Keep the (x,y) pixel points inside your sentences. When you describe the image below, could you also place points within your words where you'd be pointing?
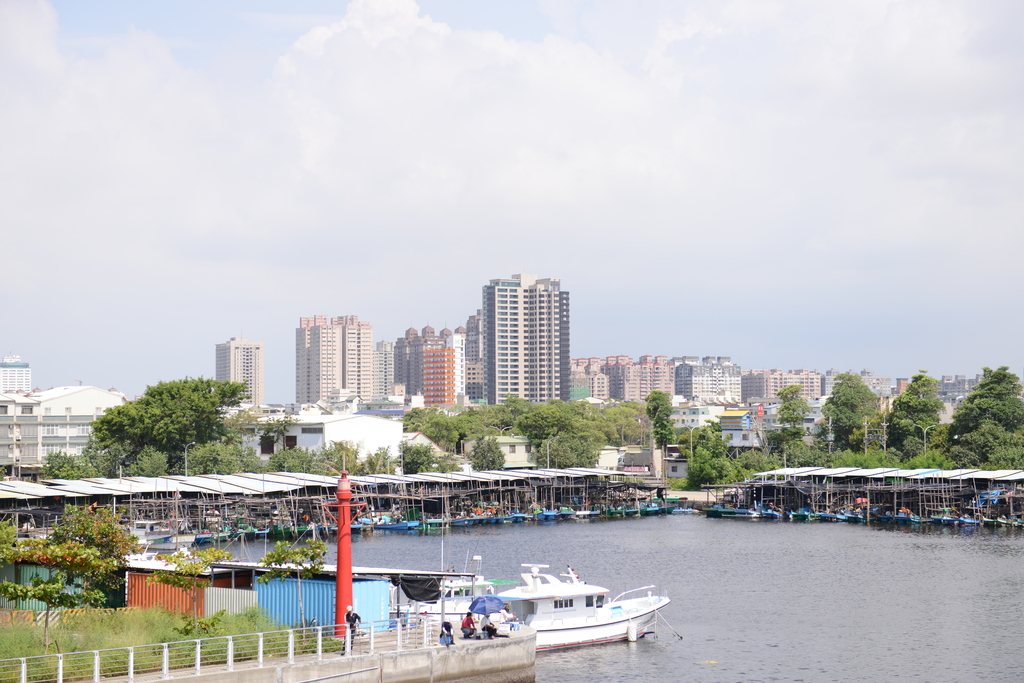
In this image at the bottom (888,590) there is a sea (789,600), and on the left side (196,582) there are some plants (254,618), trees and some shelters (367,618), railing (432,629), pole (343,621) and some people (481,619) are sitting and one person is holding an umbrella (490,603) and there is a ship (533,592). In the background (593,469) there are some shelters (477,502), ships (575,517) and some poles (999,507), trees (916,432), buildings (73,445), and at the top (477,194) there is sky (265,214).
